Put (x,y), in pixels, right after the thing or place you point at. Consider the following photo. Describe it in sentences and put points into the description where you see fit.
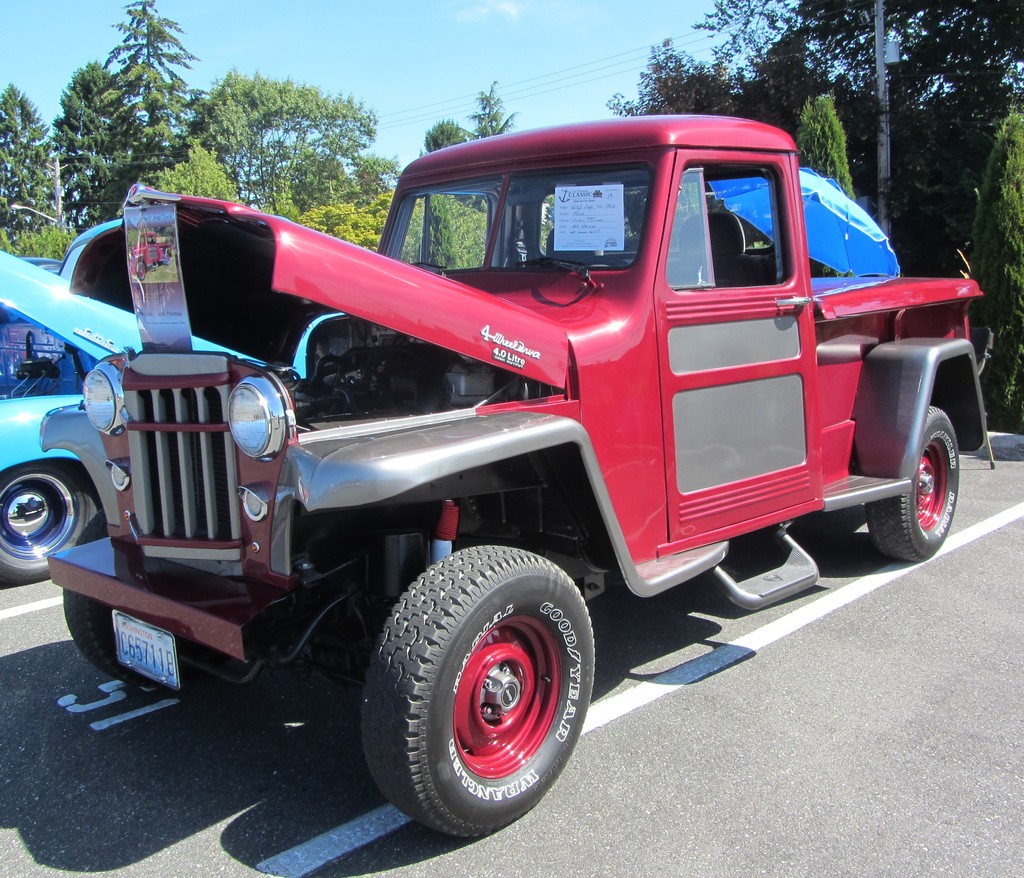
There is a vehicle (256,376) with a number plate (142,636), poster (164,306) and an umbrella (819,225) on that. In the back (321,103) there are trees (284,105) and sky (380,64). Also there is another vehicle (49,470) and there is road (72,665).
